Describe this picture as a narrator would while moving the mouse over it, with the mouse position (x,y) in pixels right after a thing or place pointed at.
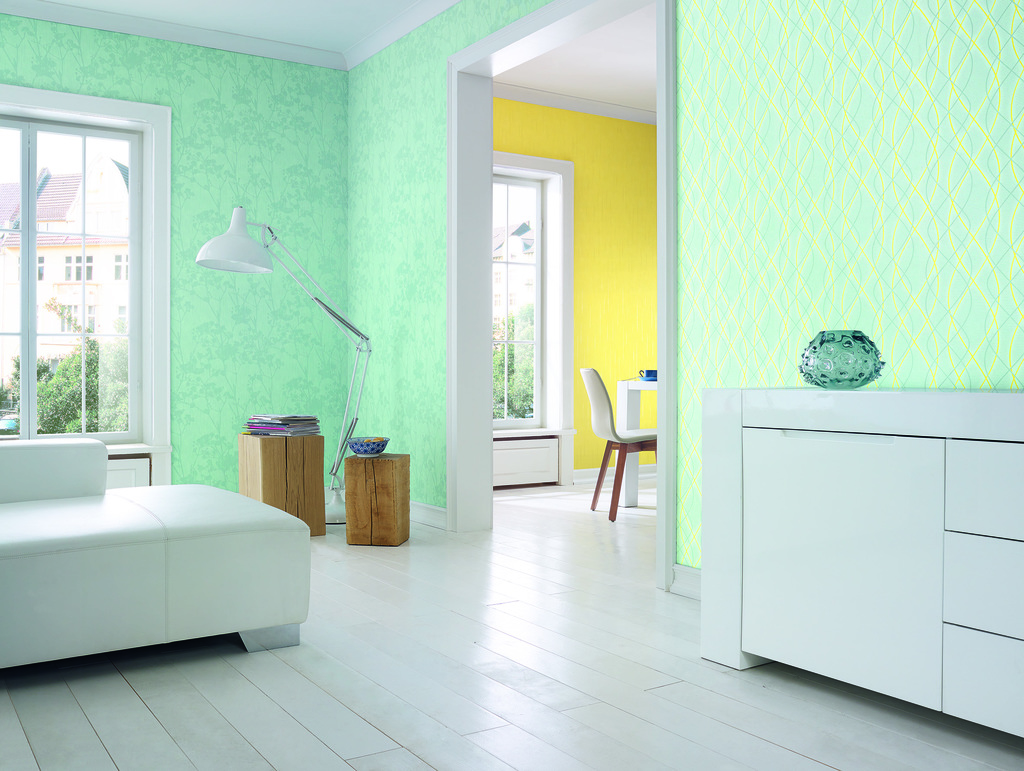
This picture shows an inner view of the house (614,347) I can see a couple of tables (628,391) and a chair (644,449) and a stand light (234,254) and few books (291,430) on another table (294,485) and a bowl (356,445) on the small table (361,473) and a sofa bed (212,503) and couple of glass windows (509,204) from the glass (65,255), I can see buildings (48,248) and trees (522,352) and I can see a glass bowl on the right side table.
